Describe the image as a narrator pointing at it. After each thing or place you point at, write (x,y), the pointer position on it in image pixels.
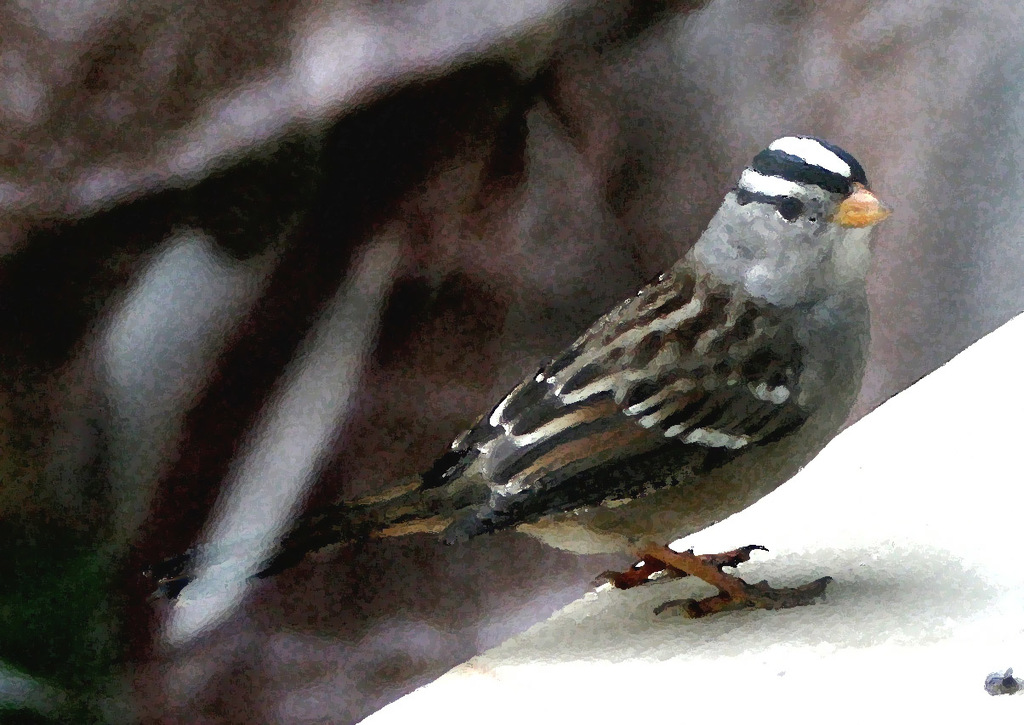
In this image I see the depiction of a bird (681,354) which is of white, black and brown in color and it is on the white surface (994,381) and it is totally white and brown in the background (572,116).
